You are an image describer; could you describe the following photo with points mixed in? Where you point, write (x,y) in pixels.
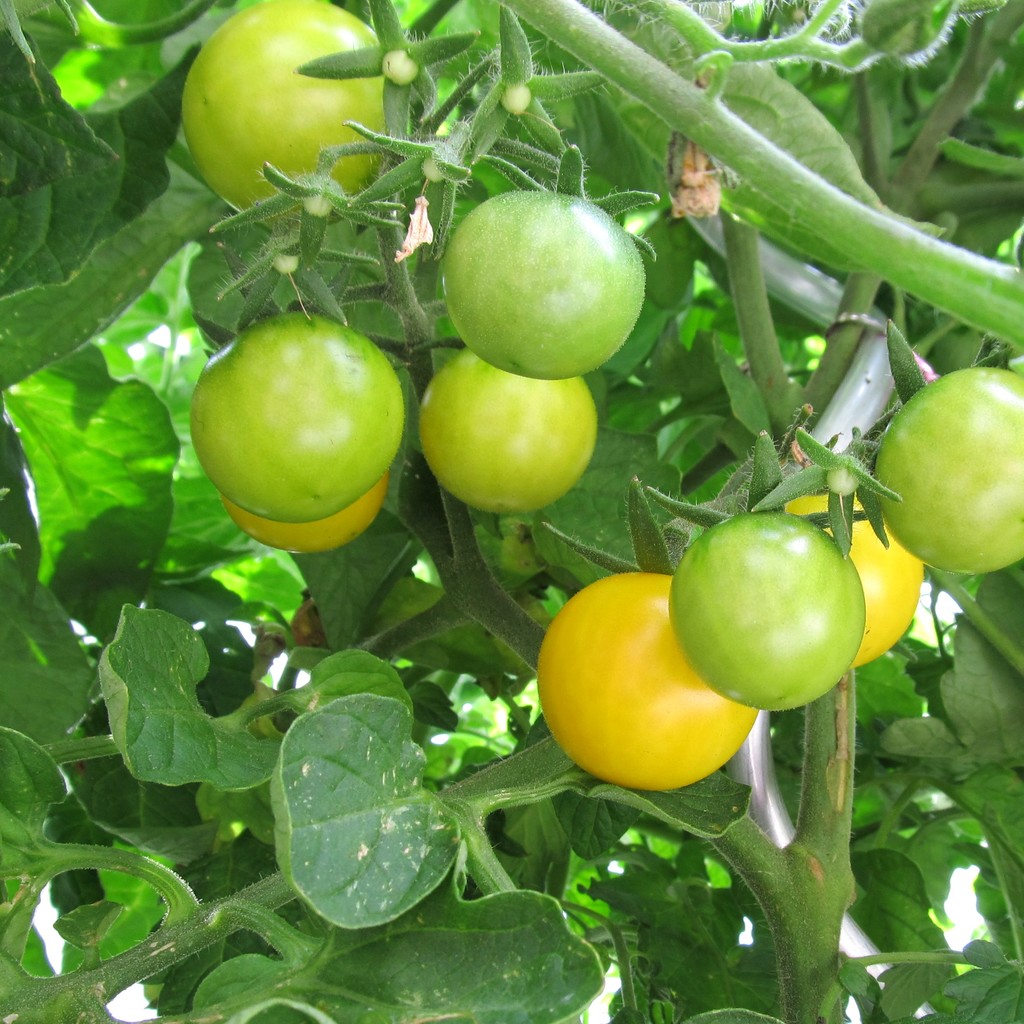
In the picture I can see plants (406,850) which has vegetables (599,707). This vegetables (553,655) are green and yellow in color.
